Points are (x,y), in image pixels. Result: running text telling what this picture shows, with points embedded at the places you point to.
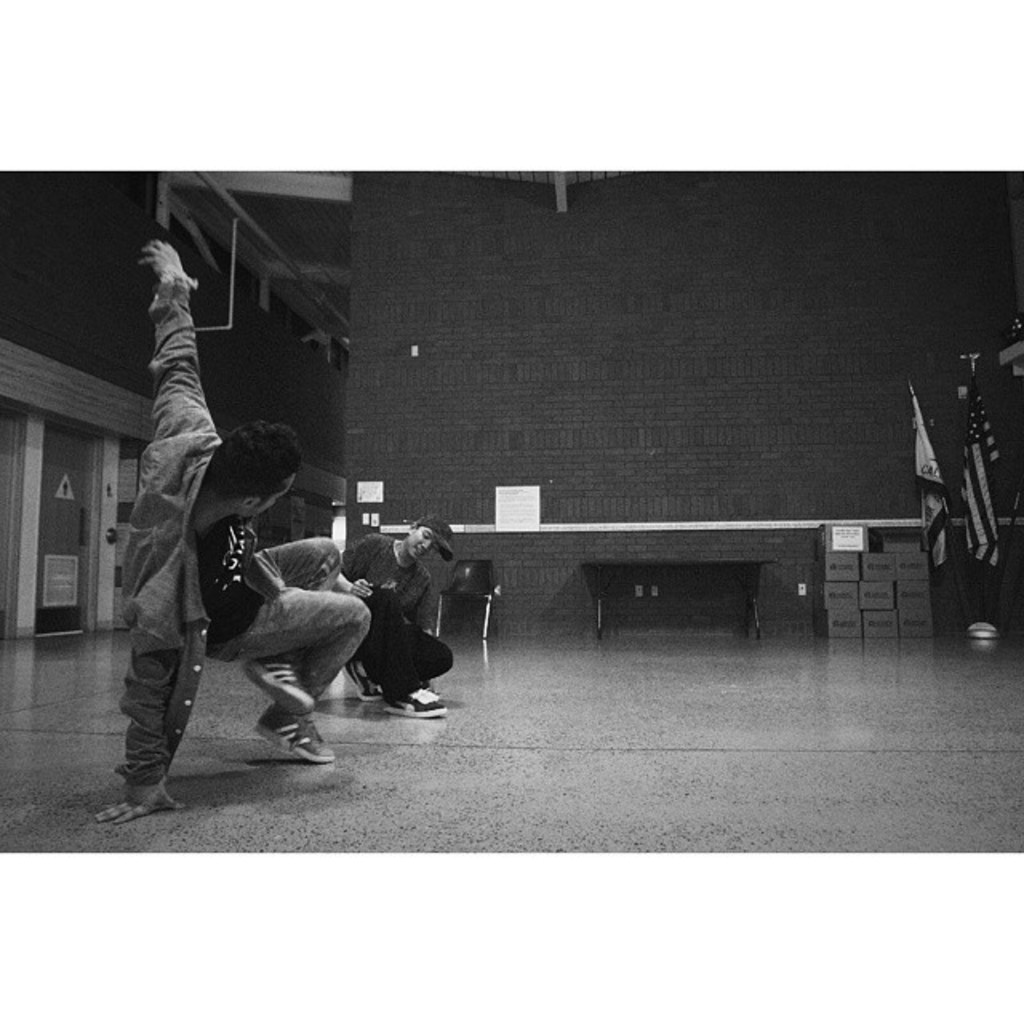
In this picture we can observe two men (300,548) dancing on the floor (339,672). We can observe two flags (965,510) on the right side (936,542). In the background (608,437) there is a wall (618,433). This is a black and white image.
